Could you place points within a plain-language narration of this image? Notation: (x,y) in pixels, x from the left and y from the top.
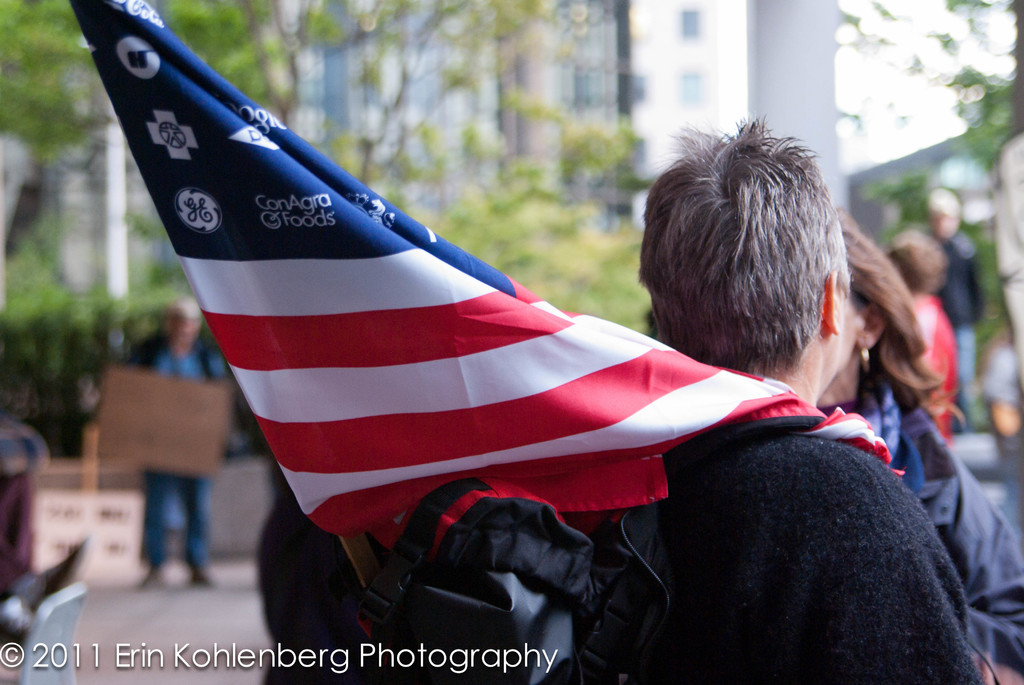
In this image we can see there are people (673,612). At the bottom left corner of the image (67,664) there is a watermark (369,658). In the background (763,99) it is blur. We can see there are buildings (680,98), trees (594,134) and a pole (787,97). The person (710,550) has a flag (357,318) in his bag (497,590).
